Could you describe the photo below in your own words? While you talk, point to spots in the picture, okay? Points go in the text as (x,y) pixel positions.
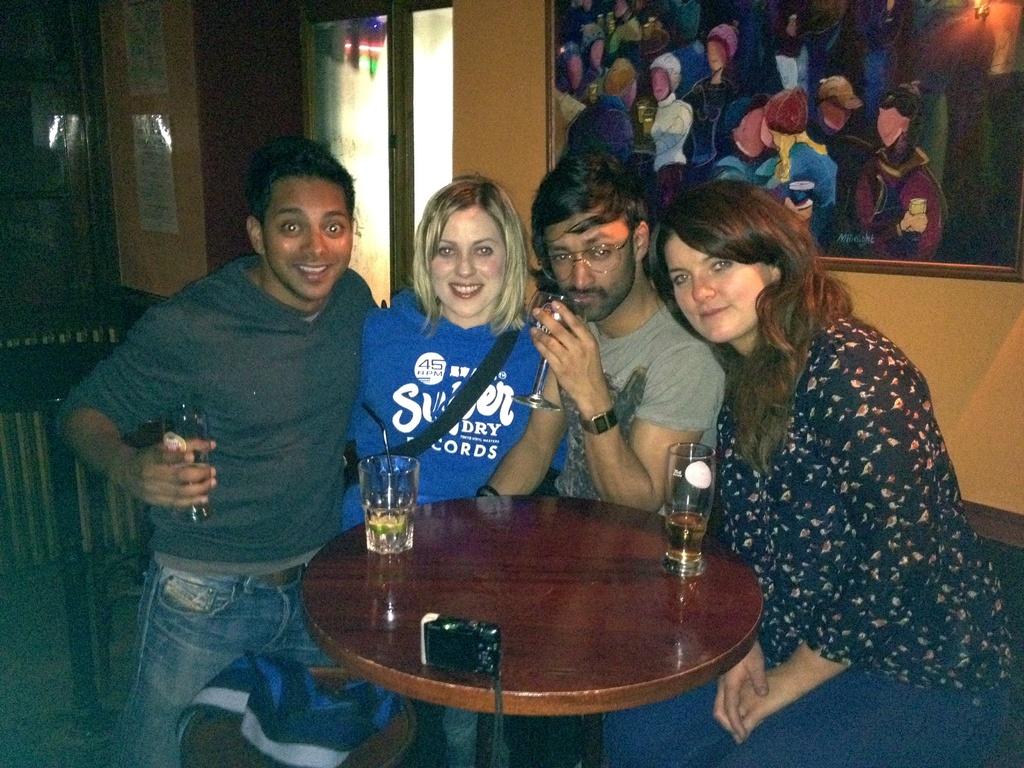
In this Picture we can see four people (302,336) in which two are girls (370,438) and two are boys (255,433) holding a glasses (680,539) in their hand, Behind them there a brown color wall (964,334) with photo frame (592,108) and glass door (351,119) beside it.
